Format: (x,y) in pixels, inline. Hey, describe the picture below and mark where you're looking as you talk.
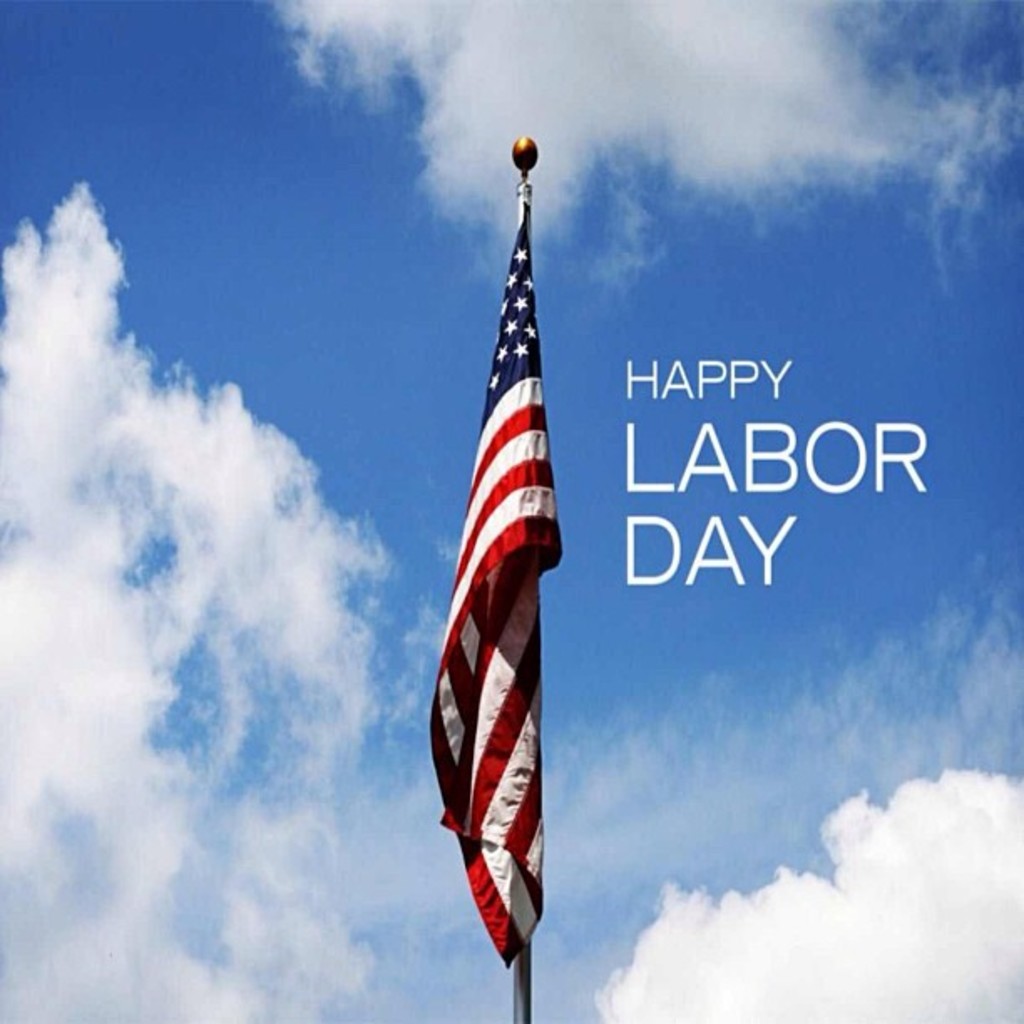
This is an edited image in this image there is an american flag (488,627) to a pole (528,990), beside it is written as happy labour day in the background (183,356) there is a blue sky (766,674) with clouds (822,949).
